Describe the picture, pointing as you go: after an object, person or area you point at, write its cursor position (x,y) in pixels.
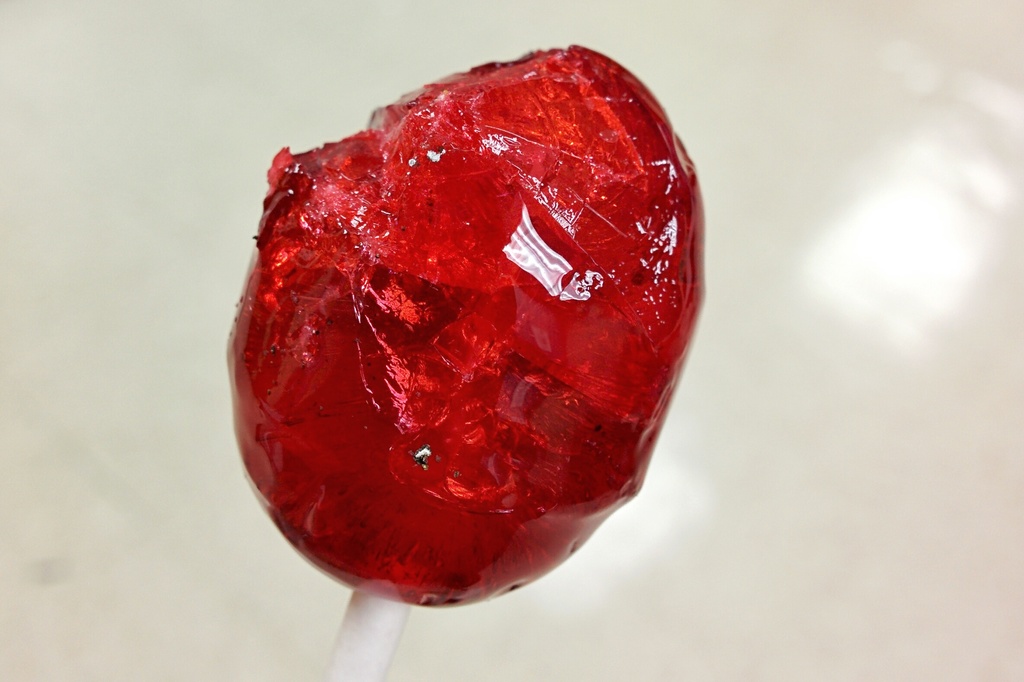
In this image it looks like a lollipop (405,347). And there is a white colored background (71,204).
